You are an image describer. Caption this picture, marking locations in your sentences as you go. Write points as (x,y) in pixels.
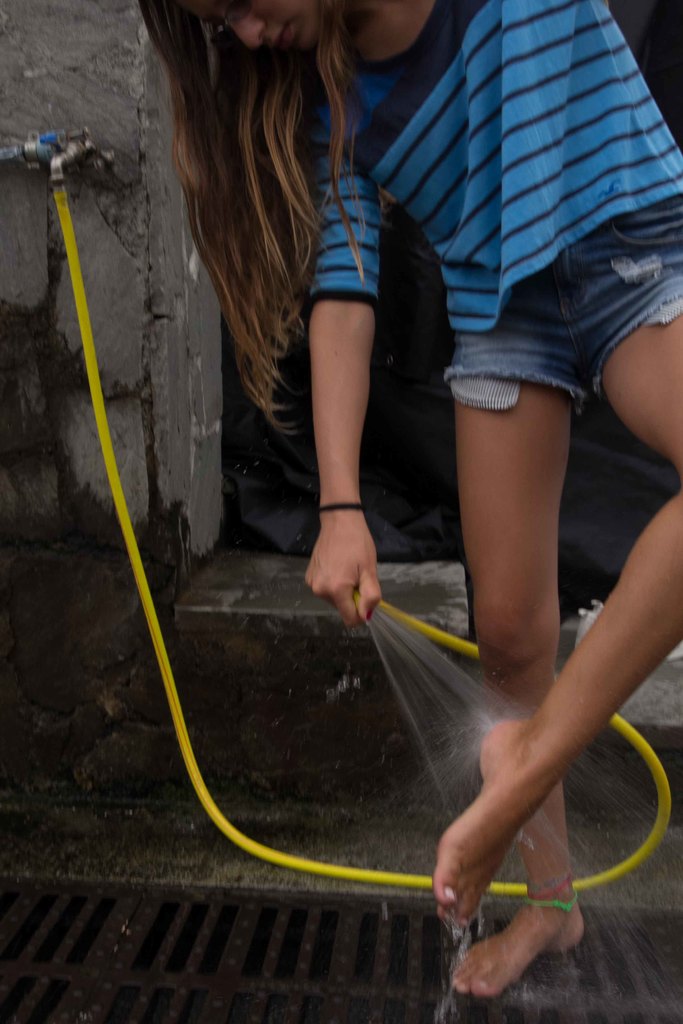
In this picture we can see a girl (540,844) holding a pipe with her hand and standing on a mesh (208,913), tap (49,159), water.
